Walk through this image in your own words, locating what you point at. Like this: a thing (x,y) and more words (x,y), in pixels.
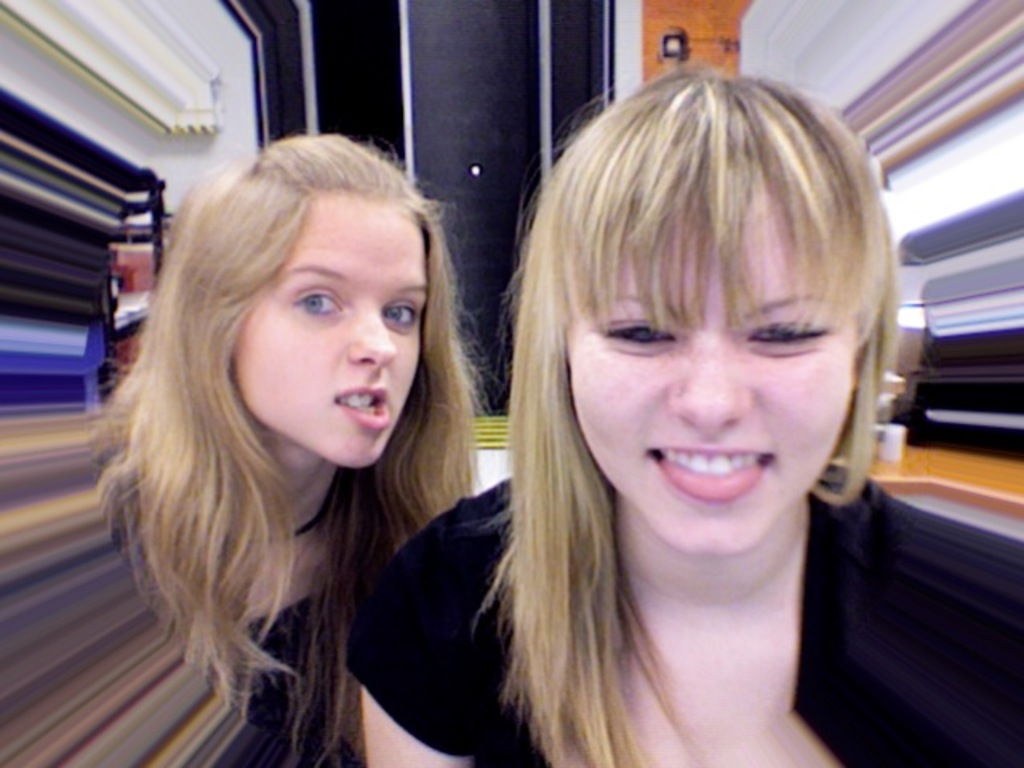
In this image, there are a few people (430,418). We can see some objects (49,67) on the left (6,204) and some objects (945,381) on the right (901,169). We can also see the background (55,363).
